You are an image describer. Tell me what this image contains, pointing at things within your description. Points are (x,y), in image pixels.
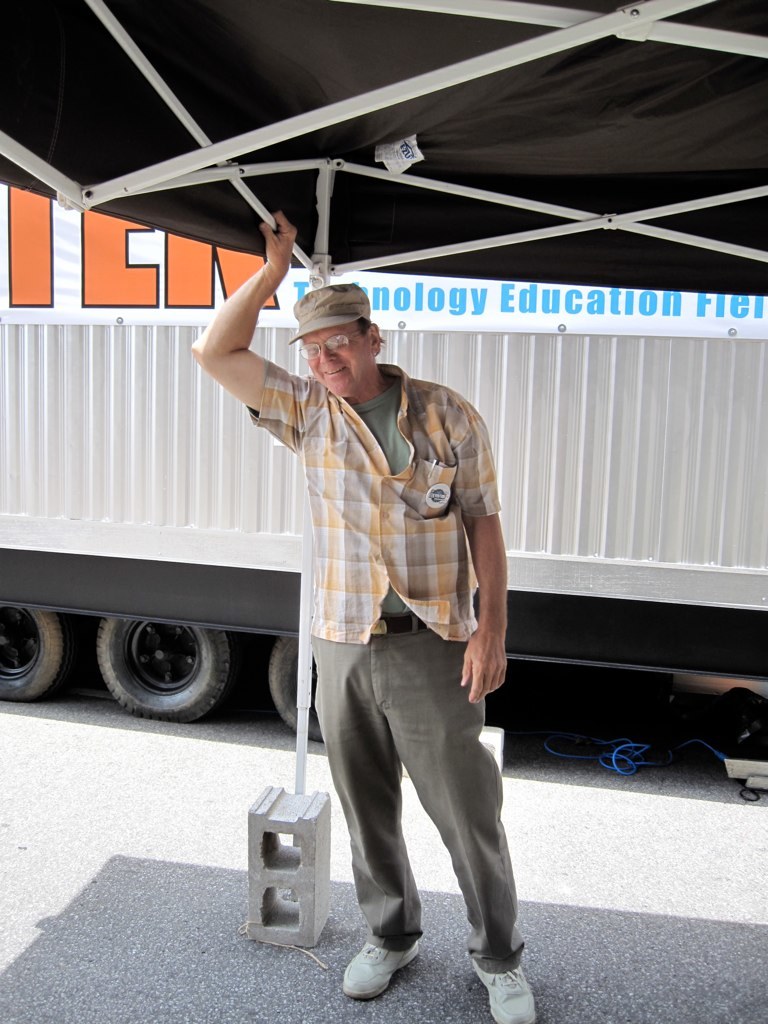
In this image I can see the person (244,315) standing and holding the rod (242,188). The person (495,496) is wearing green and yellow color shirt (480,444). In the background (616,459) I can see the vehicle (526,501) in white color.
